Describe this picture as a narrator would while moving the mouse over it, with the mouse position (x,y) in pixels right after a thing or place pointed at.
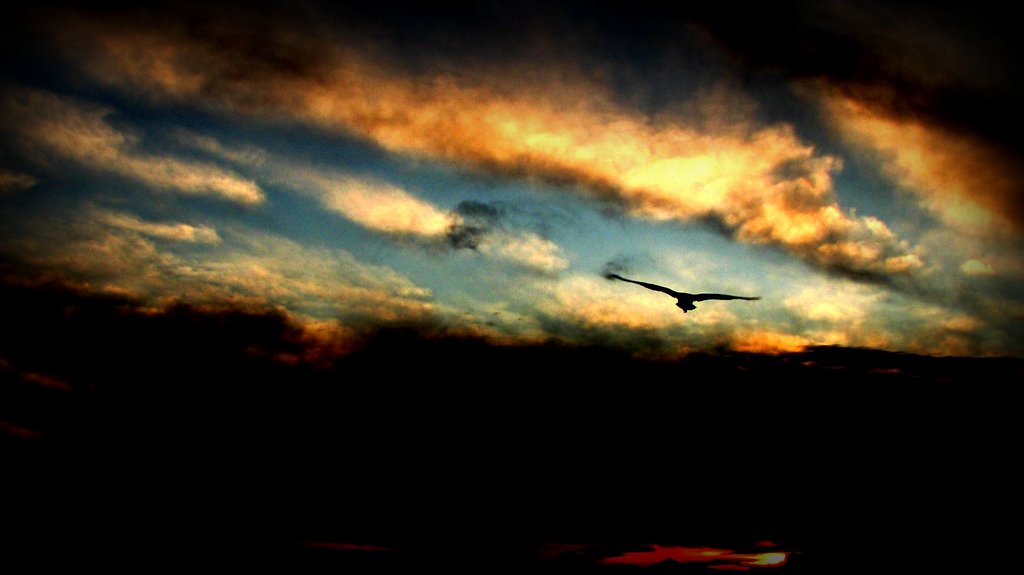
In the picture I can see a bird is flying in the air (637,329). In the background (532,283) I can see the sky (585,505). This image is little bit dark.
